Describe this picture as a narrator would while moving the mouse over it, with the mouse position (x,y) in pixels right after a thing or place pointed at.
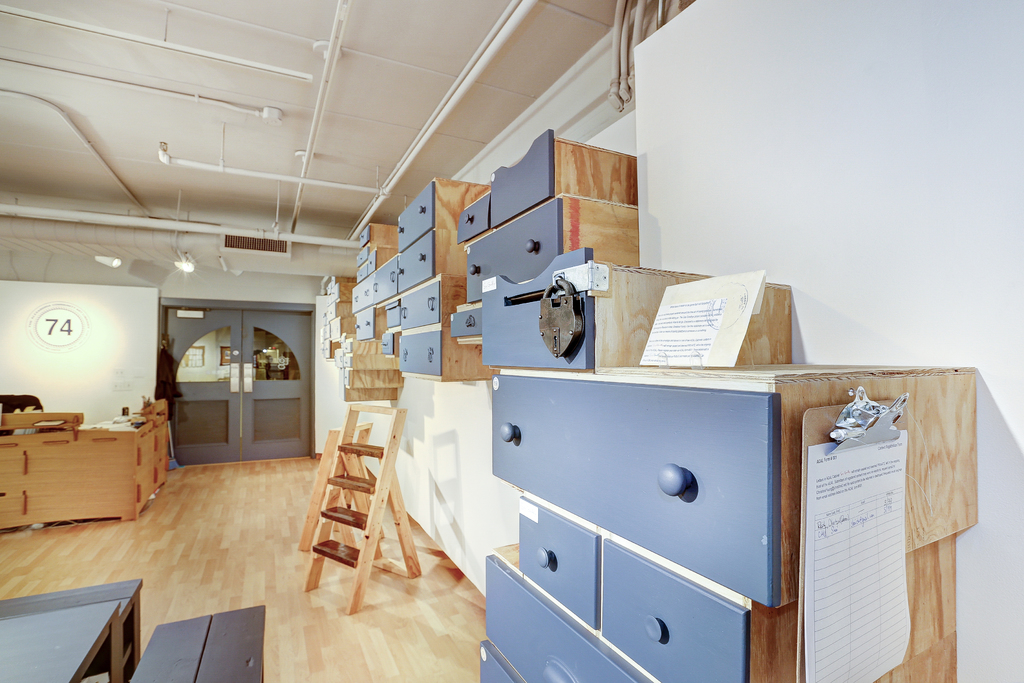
In this picture, In the right side (741,557) there are some yellow color wooden box (907,679) and gray color doors (634,438), In the left side (91,594) there are some tables (156,635) in black color, In the background (81,478) there are some yellow color wooden blocks (123,486), In the background (16,354) there is a white color wall (79,352), In the top (183,125) there is a white color roof (271,99).
